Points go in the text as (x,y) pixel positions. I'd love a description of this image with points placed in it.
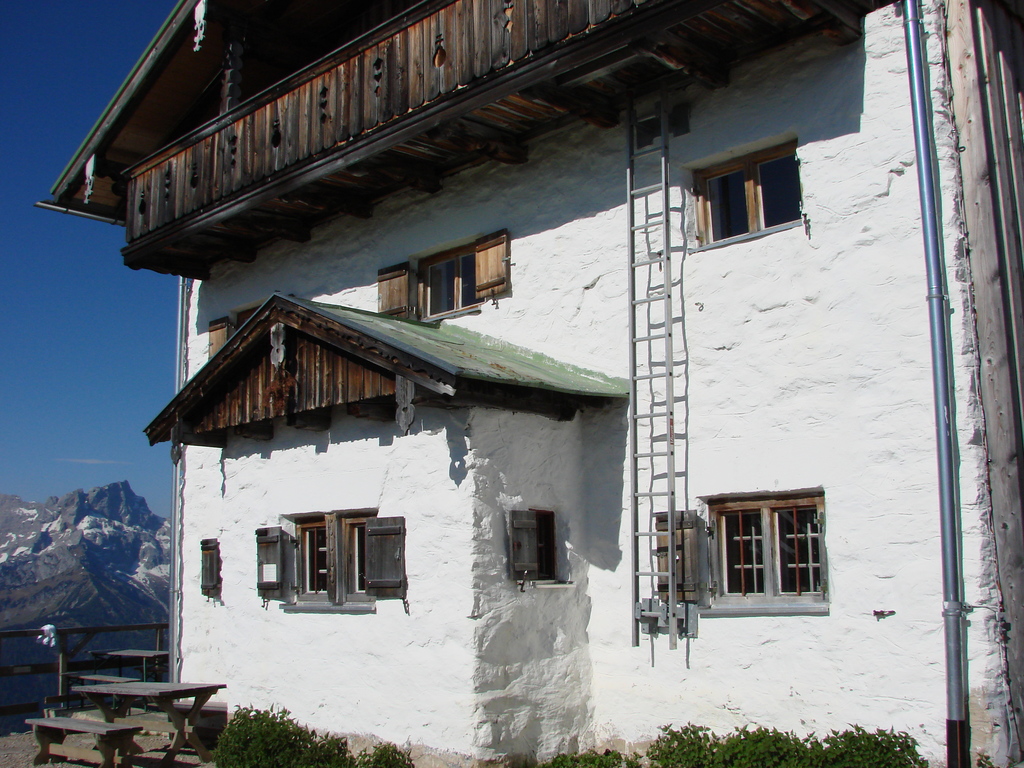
In this image we can see a building (759,385) with windows (701,234), a ladder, wooden railing (387,118) and a metal pipe (957,685), there are few benches (201,697) and plants (276,738) in front of the building (259,699), there are few mountains (82,519) and the sky (51,225) on the left side of the image (80,276).
